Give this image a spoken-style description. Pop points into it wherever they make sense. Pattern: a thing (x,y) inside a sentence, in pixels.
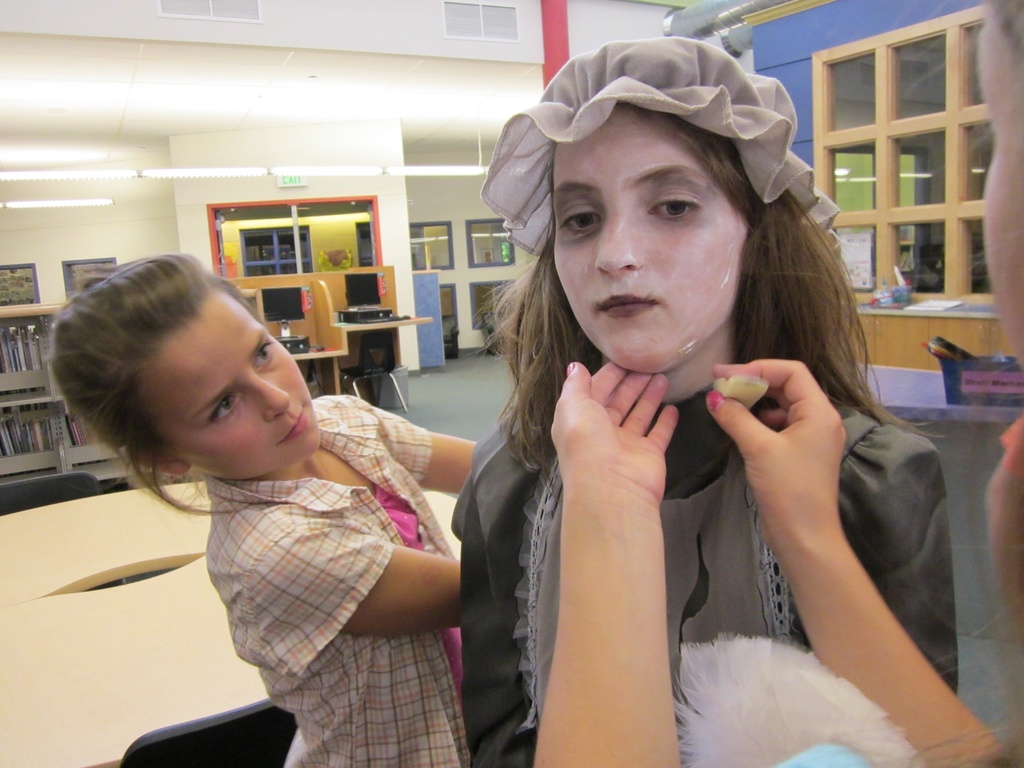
Here I can see three persons (659,566). One person (574,635) is touching the face (643,367) of a woman (653,326) and holding some object (740,398) in the other hand (778,442). Here I can see the makeup (660,232) to the woman's face (644,266). On the left side (306,501) there is a girl (310,546) looking at this woman (666,372). In the background (257,285) there are windows (262,267), tables (337,354) and racks (42,310). On the tables (331,334), I can see few monitors (287,297). At the top of the image (77,172) there are few lights (204,171) and there is a wall (234,144).
